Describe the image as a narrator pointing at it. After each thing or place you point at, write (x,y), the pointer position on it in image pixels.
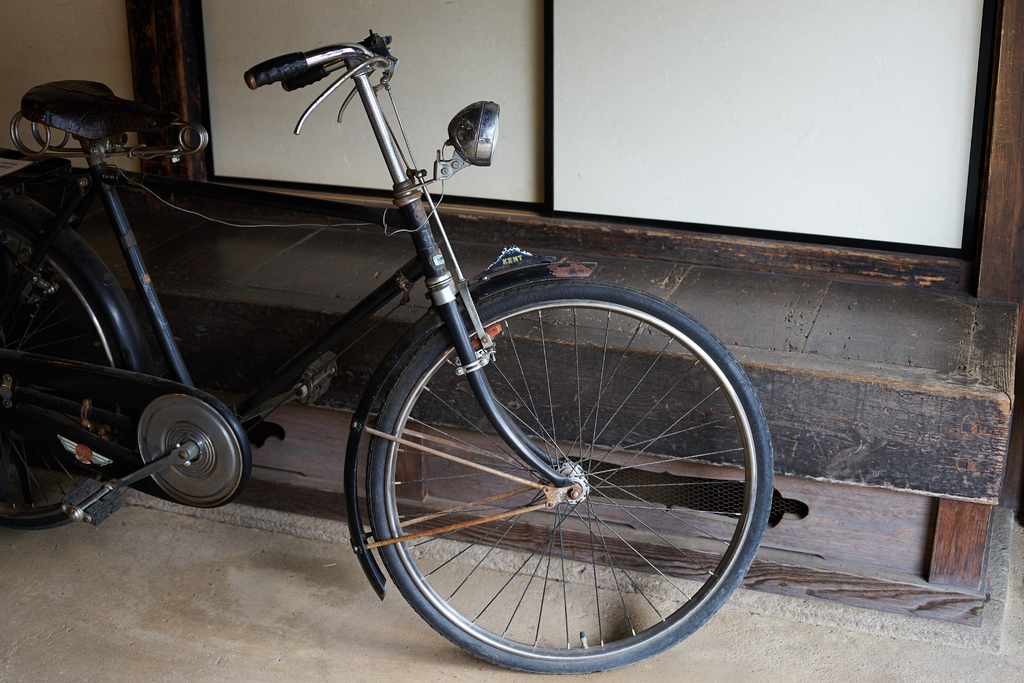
In this image I can see the ground (227,628), a bicycle (224,441) which is black in color on the ground (220,614) and the white and black colored wooden door (693,147).
